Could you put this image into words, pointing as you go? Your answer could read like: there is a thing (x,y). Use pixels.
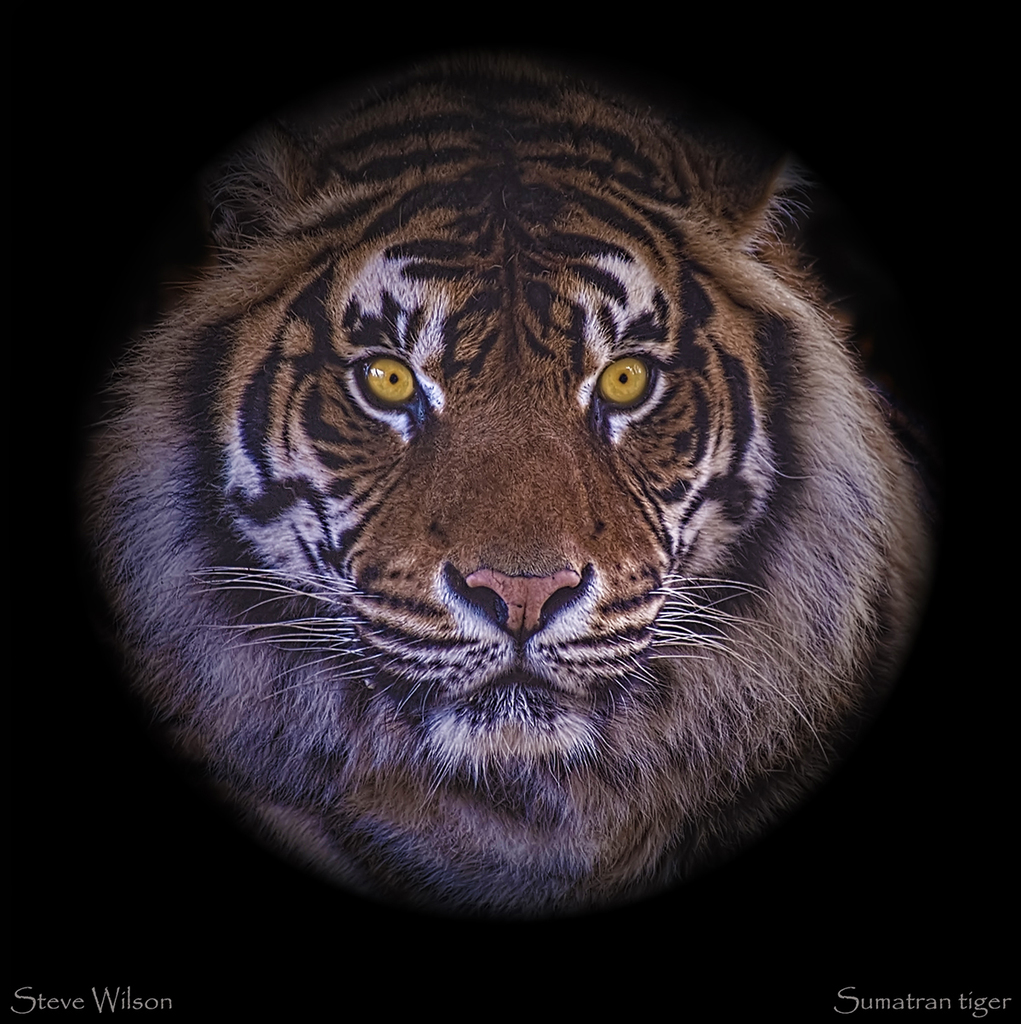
In this image, I can see the face (162,378) of a tiger (577,524). The background (536,1017) is dark. In the bottom left corner (148,1016) and right corner of the image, there are watermarks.
